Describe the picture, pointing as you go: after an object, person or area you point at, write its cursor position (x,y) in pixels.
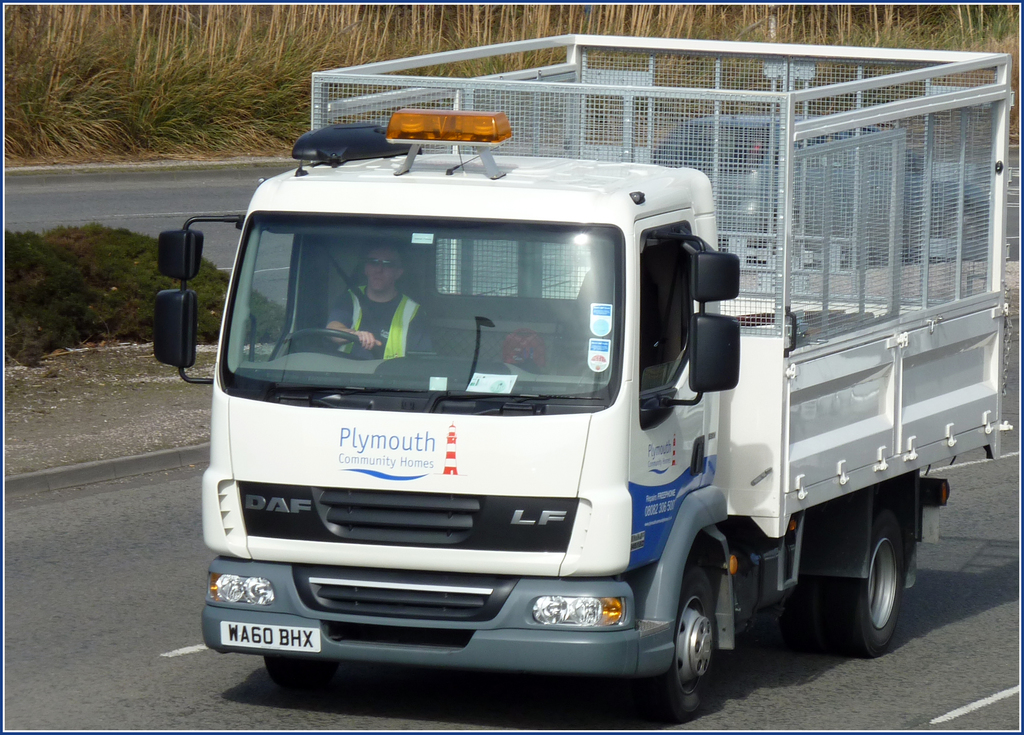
In this image I can see the person (392,340) is driving the vehicle (613,410). Back I can see the grass (176,58). The vehicle (657,434) is on the road (822,700).
